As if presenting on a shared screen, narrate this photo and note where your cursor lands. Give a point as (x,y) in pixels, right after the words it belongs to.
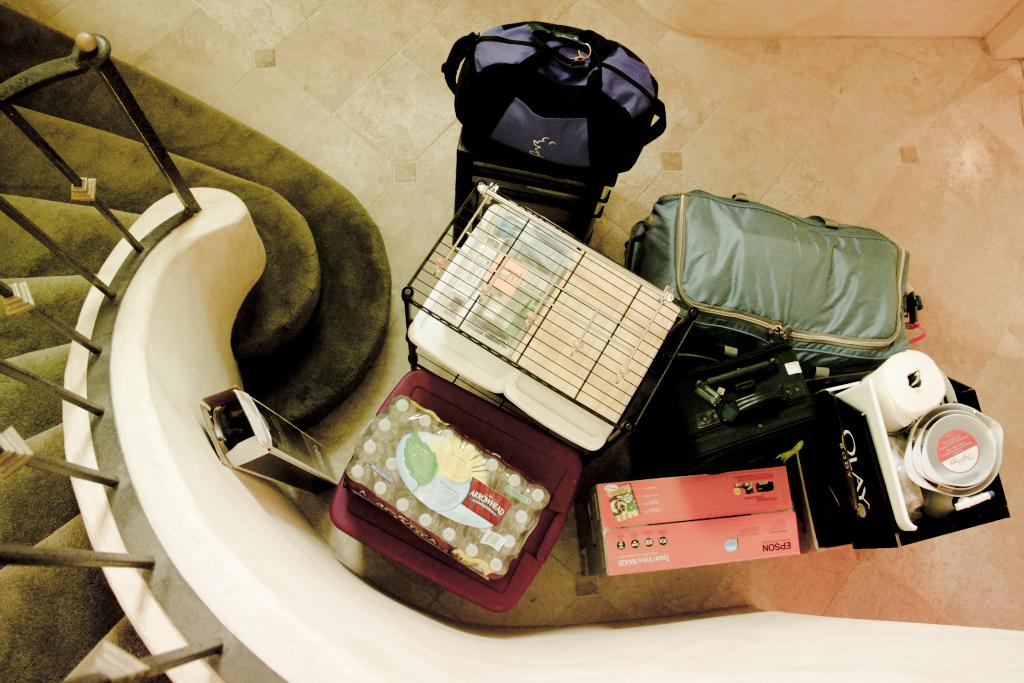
In this picture we can see luggage (478,97) with boxes (691,487), suitcase (691,415), net (591,306), bags (799,267) and here we can see tissue paper (937,396) and bowls (924,458). These are of bottles package (441,496) and here are steps (213,120) with fence (121,657).
